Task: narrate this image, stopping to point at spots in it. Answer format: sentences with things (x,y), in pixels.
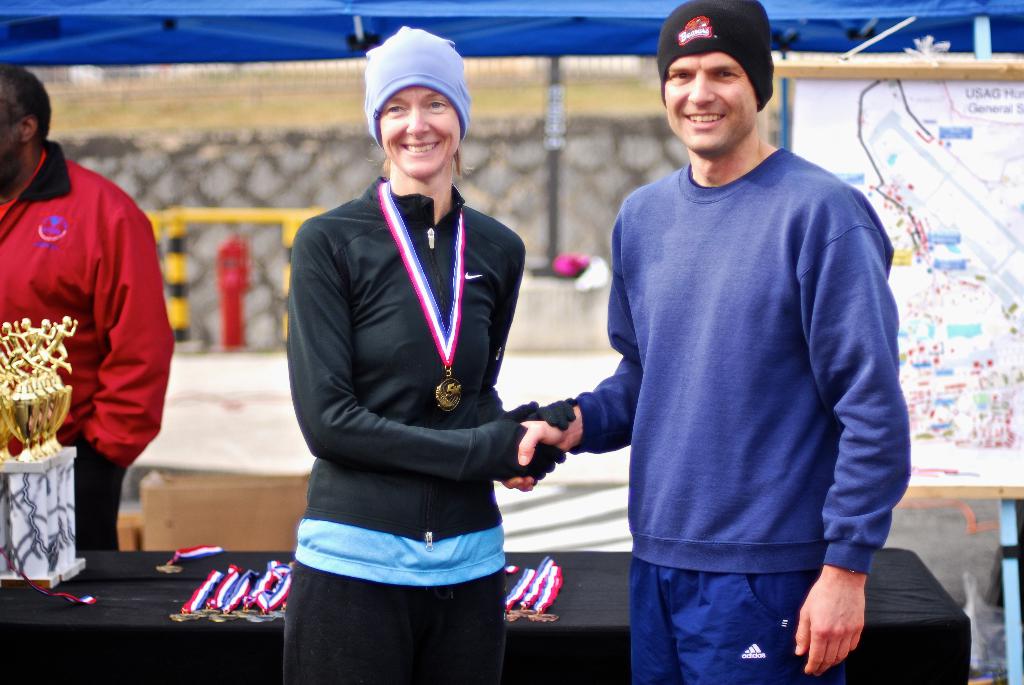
This image is taken outdoors. In the middle of the image (452,338) a man (638,286) and a woman (410,339) are standing. On the left side of the image (34,86) a man (87,381) is standing on the ground (132,479) and there is a table (560,652) with a tablecloth (159,620), a few medals (214,587) and memorials (48,547) on it. In the background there is a wall (546,170). On the right side of the image (1006,151) there is a board (881,136) with a map (940,388) on it.
